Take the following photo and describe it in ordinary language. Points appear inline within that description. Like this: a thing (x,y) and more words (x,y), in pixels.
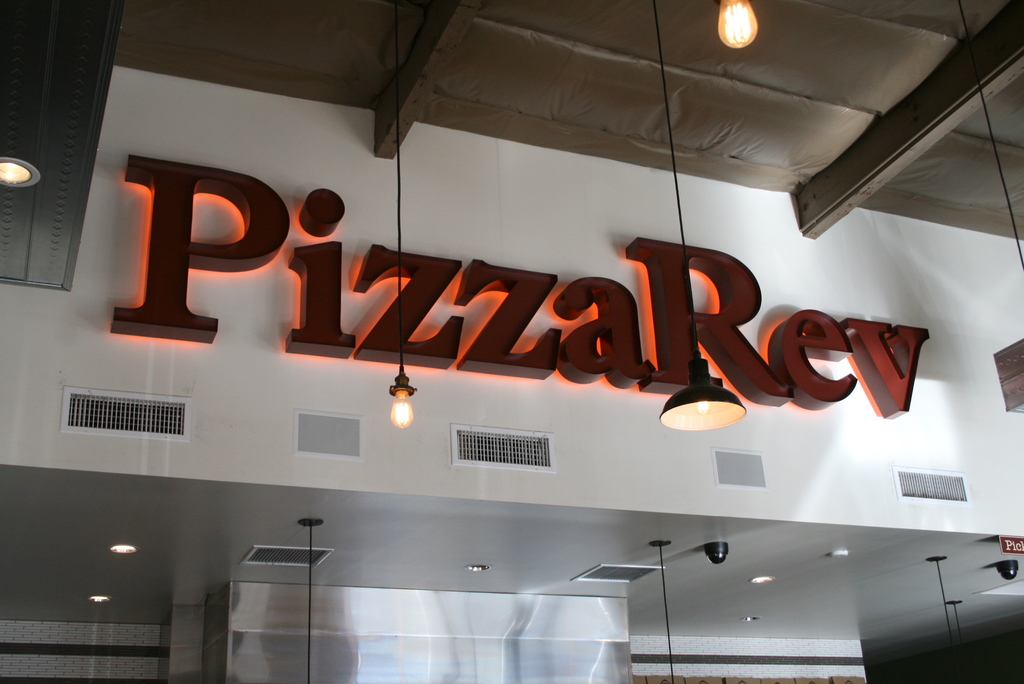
Lights (399,407) are hanging. There is a led name board (601,313) of a store (159,363) on which ' pizzarev' is written.
